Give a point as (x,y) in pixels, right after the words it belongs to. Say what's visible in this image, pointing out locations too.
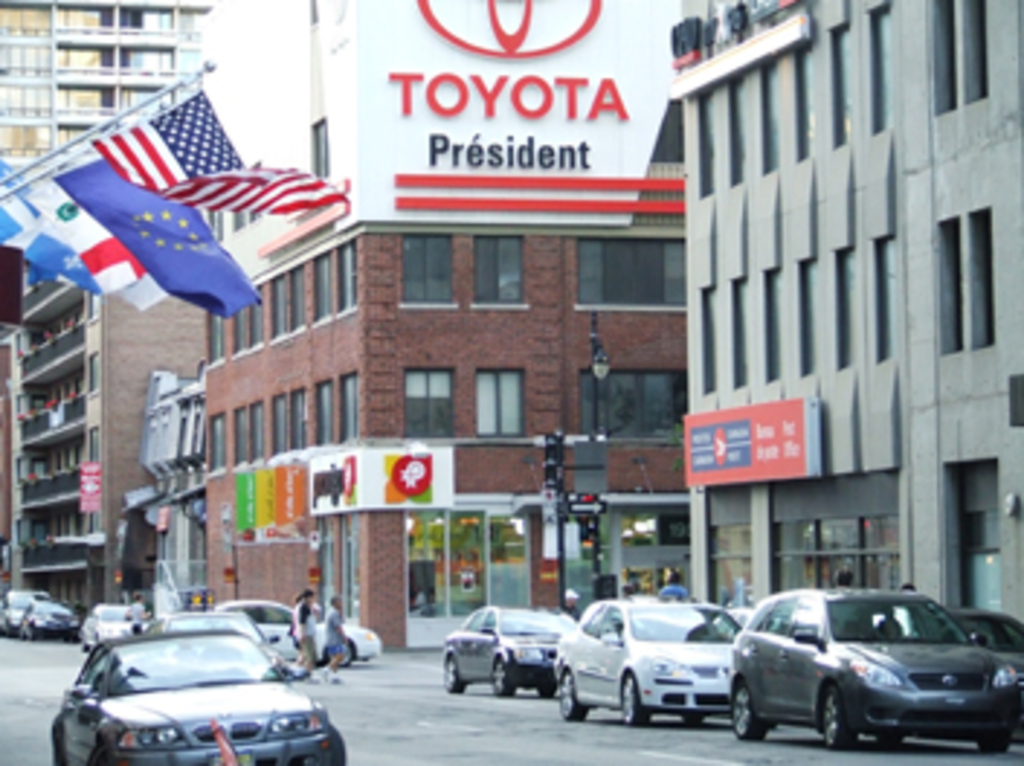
In this image we can see buildings (379,425), hoarding (614,15), flags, boards (766,473), lights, pole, and people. There are vehicles (8,609) on the road (485,704).
